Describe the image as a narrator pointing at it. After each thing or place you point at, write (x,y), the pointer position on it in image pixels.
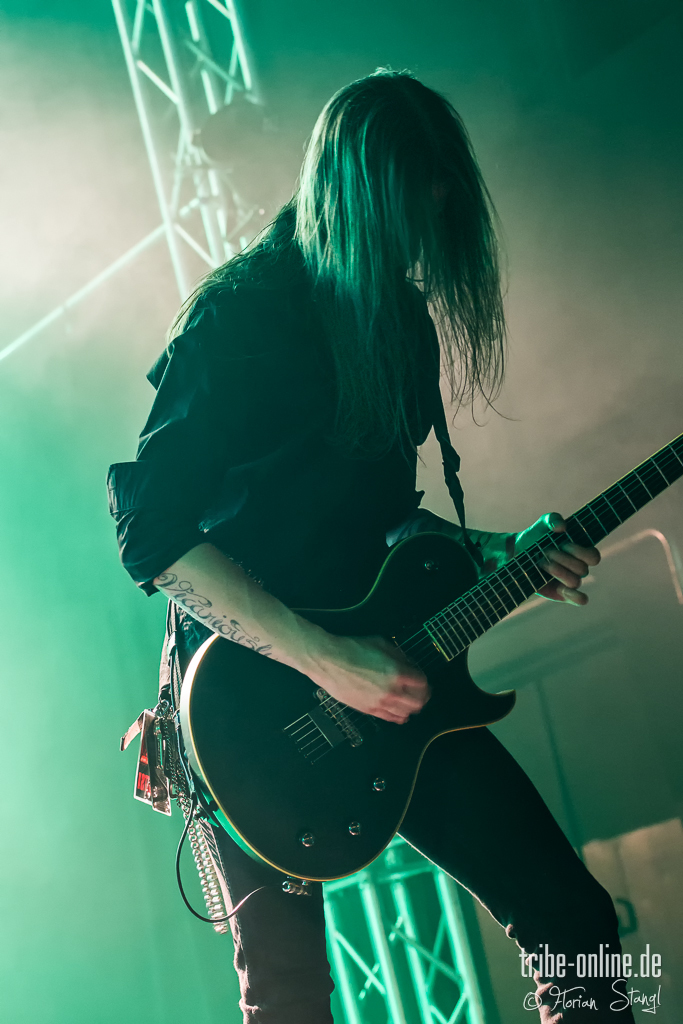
In this image we can see a person (243,636) playing a guitar (313,752). In the back (174,95) there is a stand (174,95) with rods (153,143). In the right bottom corner (575,965) there is text (590,981).
